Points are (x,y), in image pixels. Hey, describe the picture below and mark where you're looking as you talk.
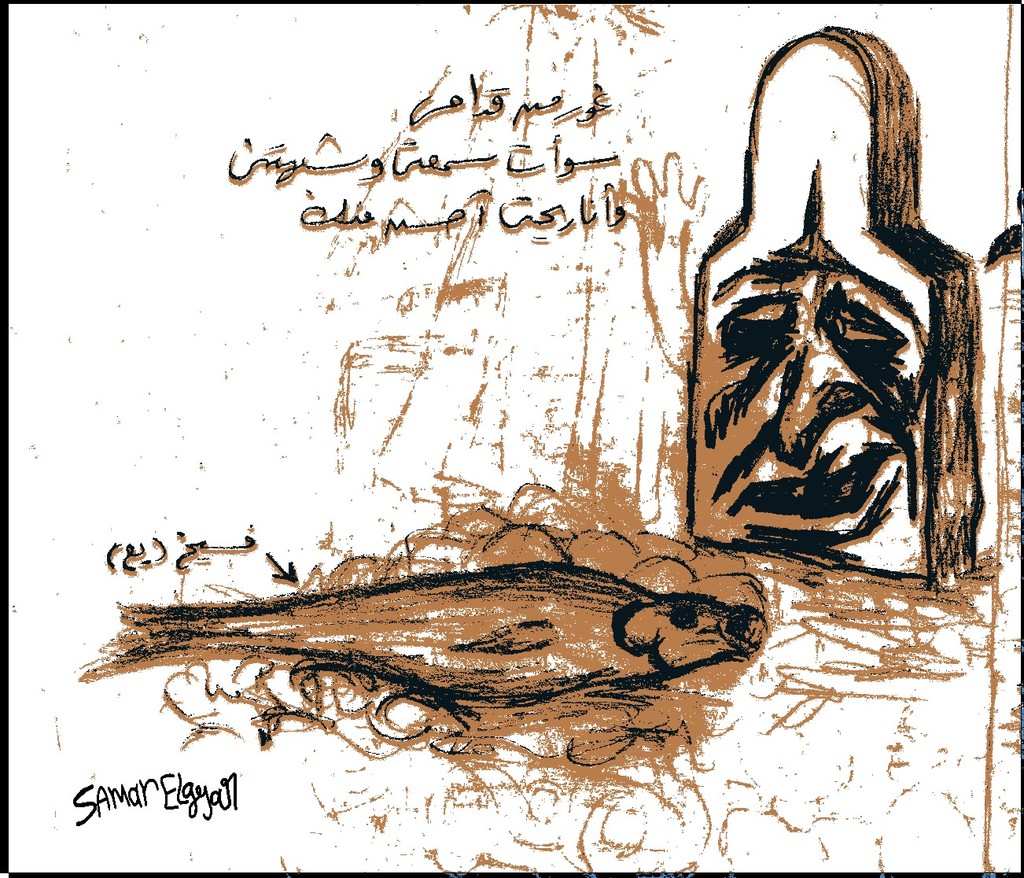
In this picture I can observe an art (662,587). On the right side (806,344) it is looking like a gravestone (787,389). I can observe text (418,215) in the top of the picture (404,140). The background (278,300) is in white color.
